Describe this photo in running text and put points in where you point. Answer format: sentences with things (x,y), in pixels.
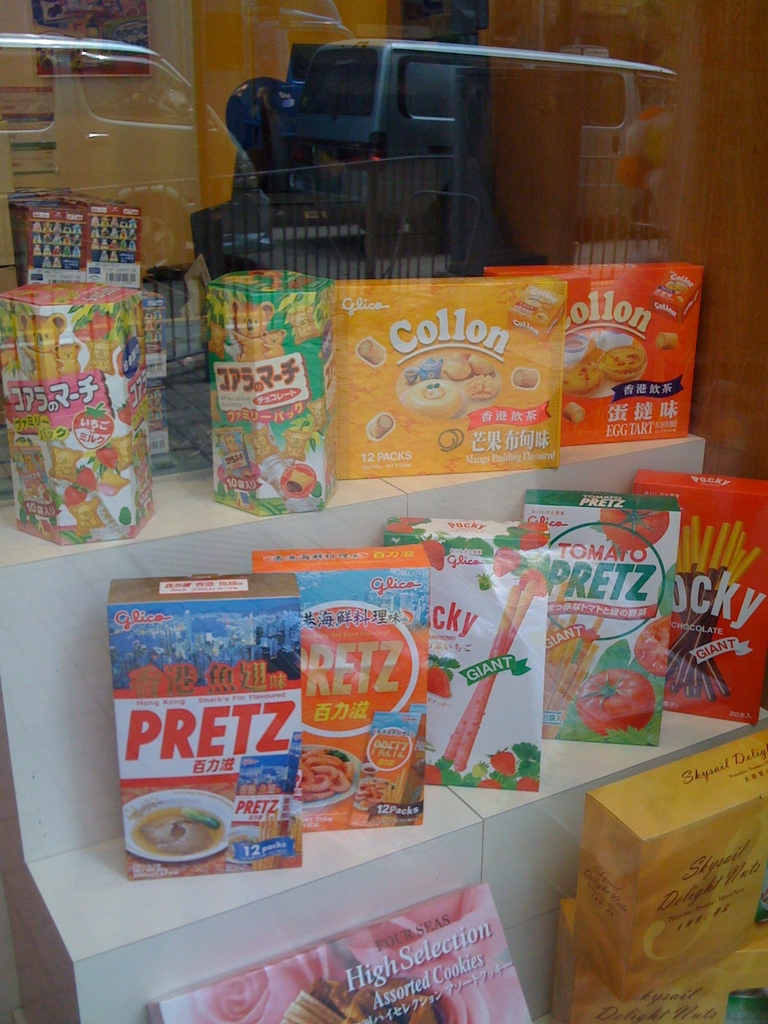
In this image, we can see some shelves (517,496) with objects (381,642) like boxes (492,398). We can also see some wood (626,214). We can see some glass (446,229) with the reflection (353,164) of a few vehicles (353,164) and the fence (412,208). We can also see an object (79,53) at the top (60,52).
